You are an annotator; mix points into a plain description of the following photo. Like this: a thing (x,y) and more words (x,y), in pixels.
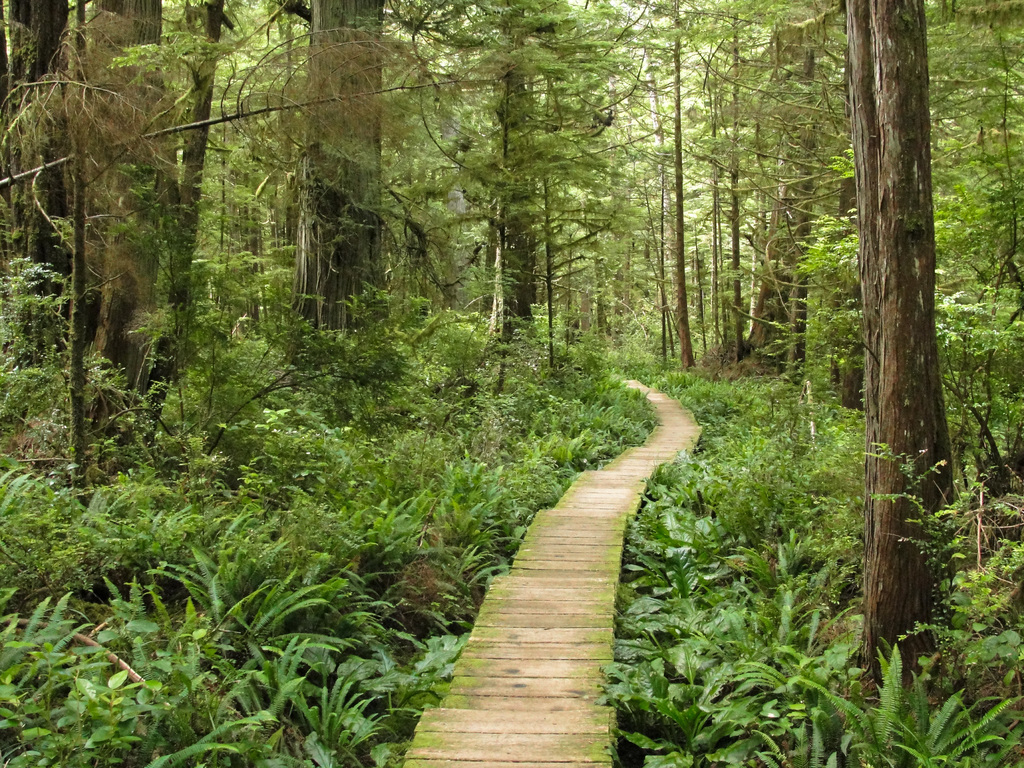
In this image I can see few green color trees (358,278), small plants (794,532) and the wooden path (563,548).
